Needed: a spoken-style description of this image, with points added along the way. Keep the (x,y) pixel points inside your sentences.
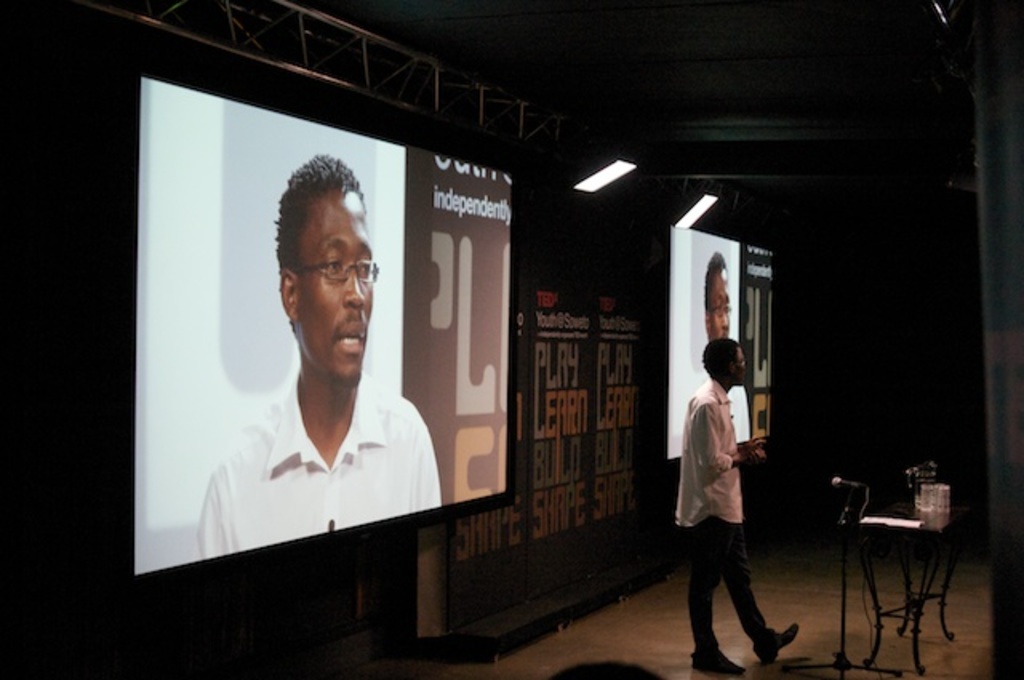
There is a person (701,463) standing. Near to him there is a table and a mic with mic stand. On the table (909,516) there are many items (917,491). In the back (567,312) there is a wall (558,345) with something written on that. Also there are screens (723,336). On the screen (481,176) we can see a person (306,383) wearing a specs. On the top (491,133) there are lights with stand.
